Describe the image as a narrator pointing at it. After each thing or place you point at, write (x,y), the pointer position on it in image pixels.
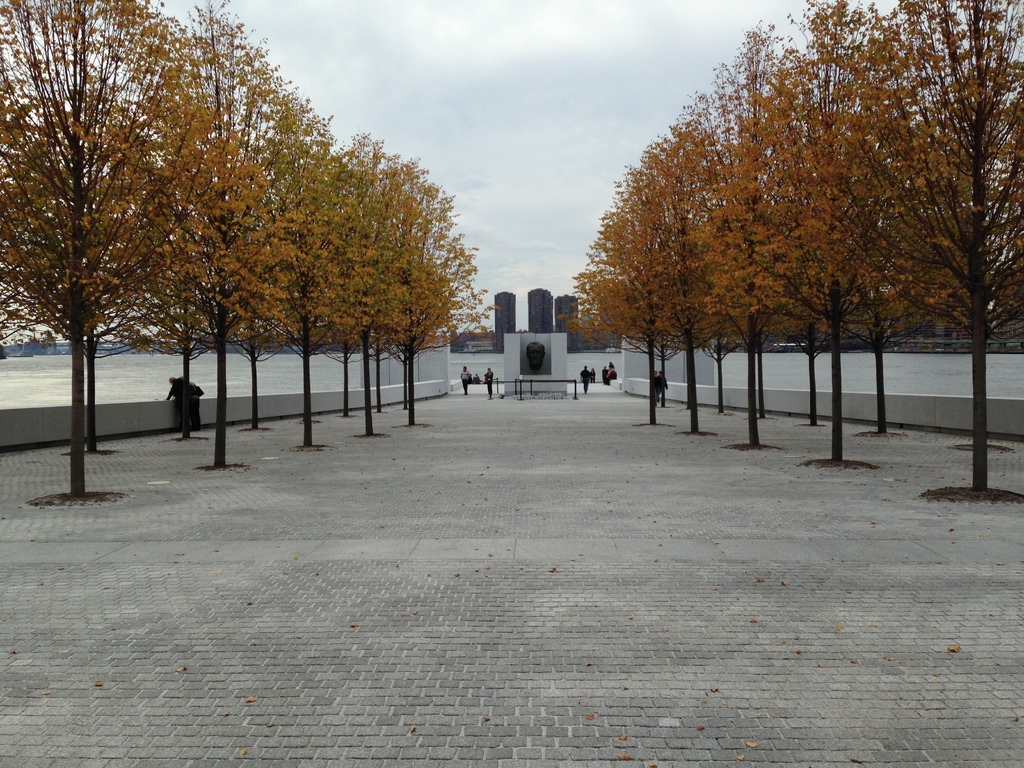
In this picture we can see a group of people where some are standing and some are walking on the ground (441,611), trees (204,303), water (40,383), buildings (562,303) and in the background (565,77) we can see sky (525,100) with clouds (533,196).
